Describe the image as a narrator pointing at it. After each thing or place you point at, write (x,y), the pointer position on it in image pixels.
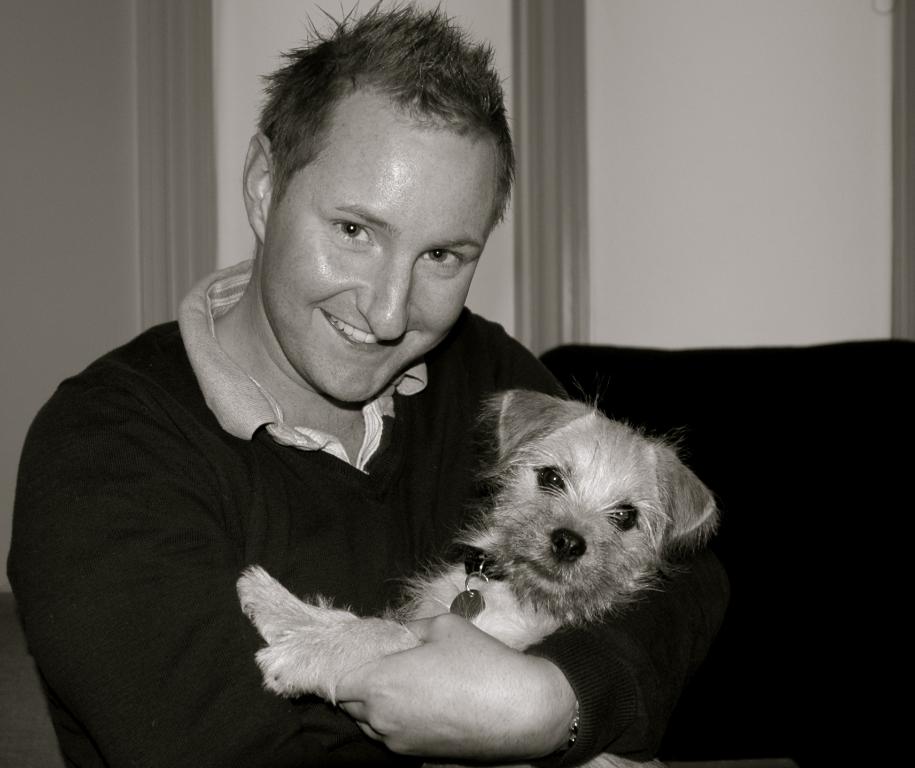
In this image I can see a man (450,360) and he is holding a dog (563,501). I can also see a smile (364,344) on his face (393,345).
